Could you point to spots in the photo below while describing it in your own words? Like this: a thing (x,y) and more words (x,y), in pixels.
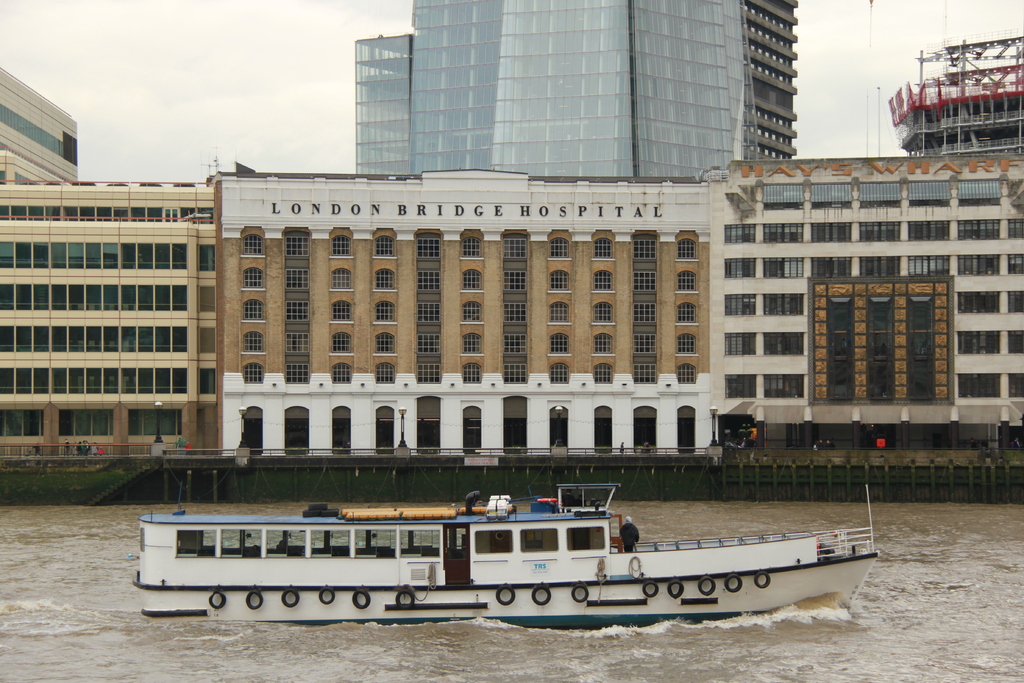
Here in this picture we can see buildings (602,149) with windows (551,161) and doors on it present over there and in the front (844,581) we can see water (965,534) present all over there and we can see a boat (676,584) also present in it over there and we can see clouds (234,124) in the sky (248,120) over there.
